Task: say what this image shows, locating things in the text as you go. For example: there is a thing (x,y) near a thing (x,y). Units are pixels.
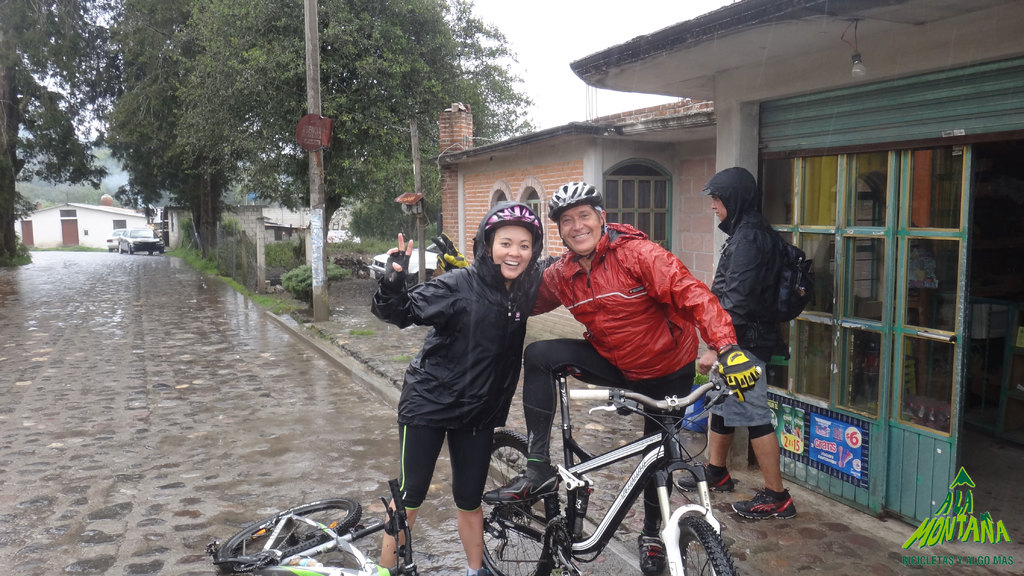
In this picture there are two people (563,291) a man (527,400) and woman (490,331) and is another person (756,296) standing behind them they have two bicycles (707,504) with them and in the background (188,69) trees (347,150) and buildings (95,241).
